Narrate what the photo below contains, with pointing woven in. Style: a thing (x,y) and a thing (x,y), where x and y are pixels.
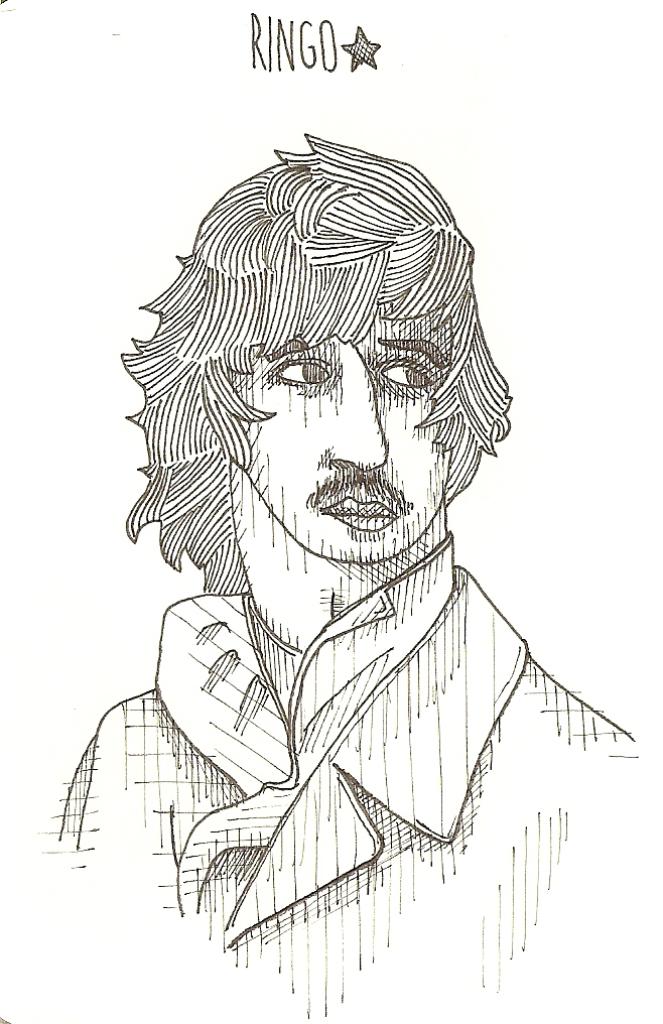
In this image I can see a sketch drawing (306,552) of a person (301,391). On the top of it, I can see some text (275,60).
